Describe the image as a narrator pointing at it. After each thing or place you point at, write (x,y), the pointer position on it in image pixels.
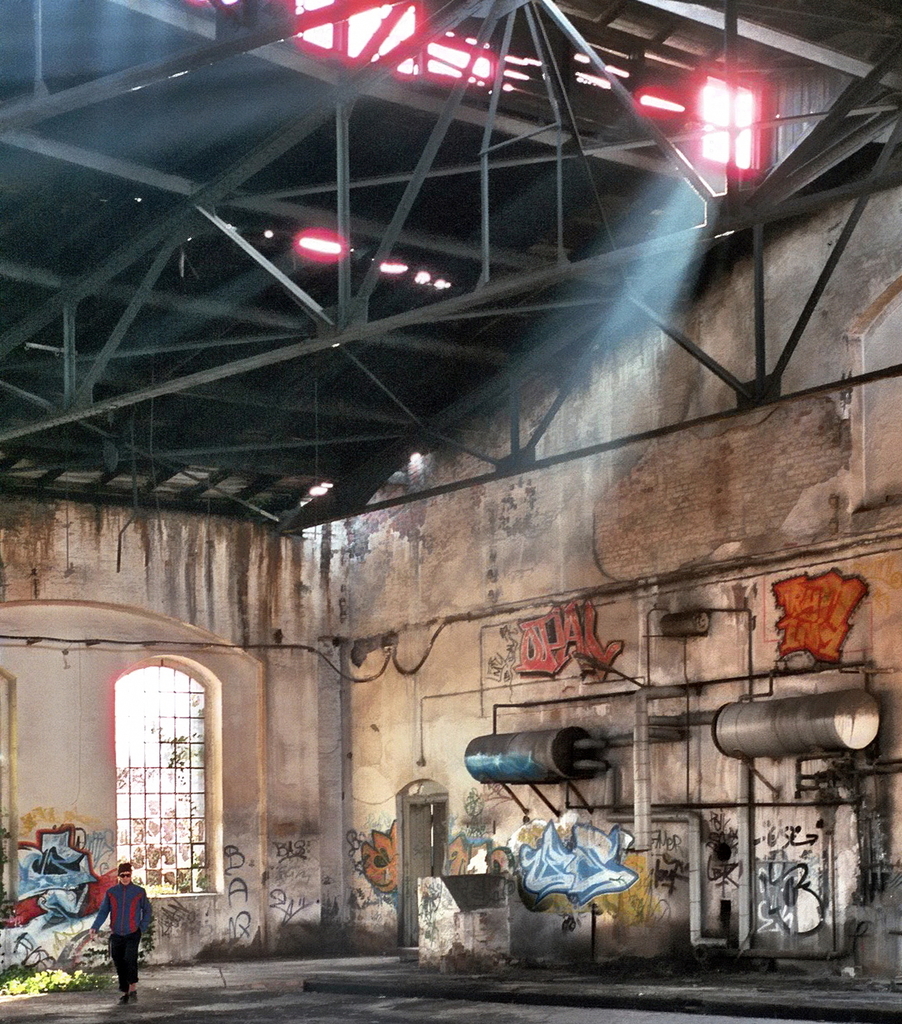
In this image we can see person (138,900), window (139,788), cylinders (568,744), iron bars (485,274), wires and wall (598,524).
